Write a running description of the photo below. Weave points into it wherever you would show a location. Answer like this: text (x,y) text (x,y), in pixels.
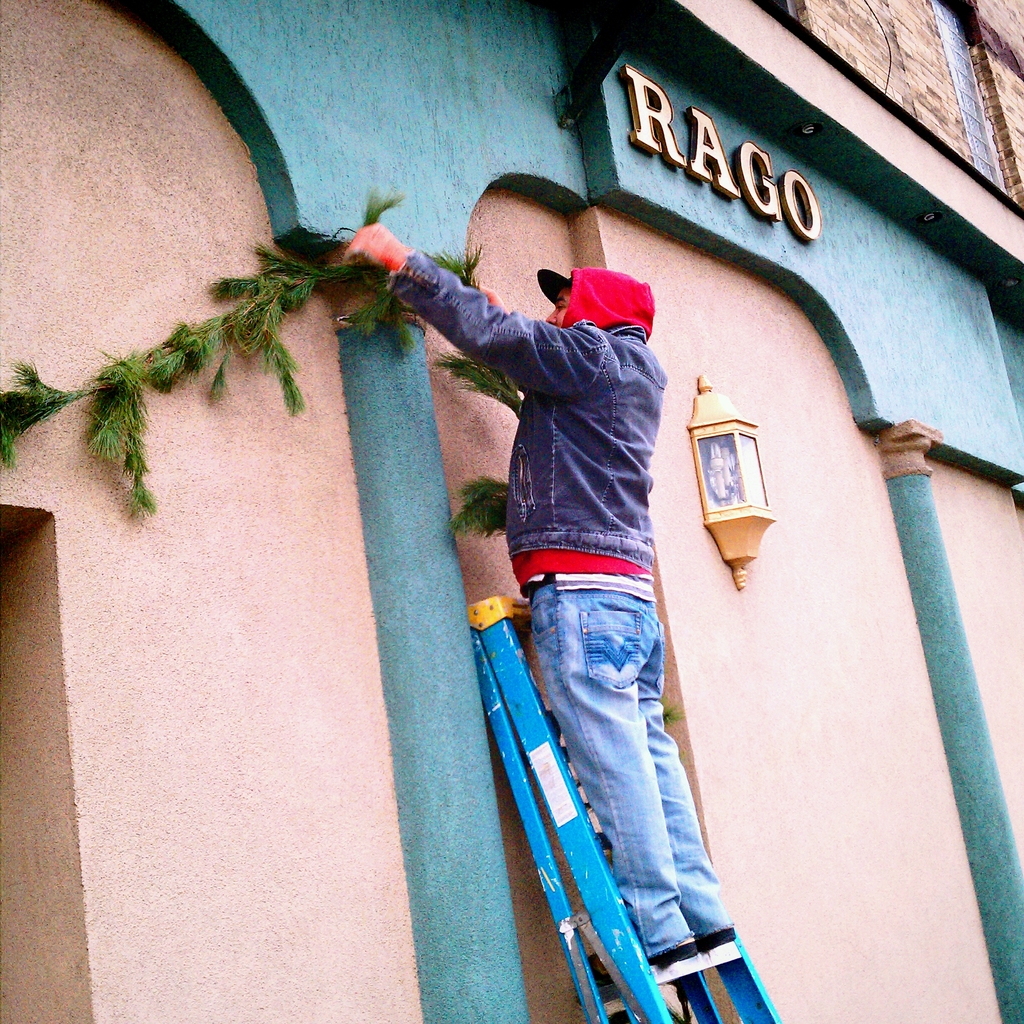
In this image I see a man (564,564) who is on the ladder (612,968) and I see that he is holding a green color thing (328,274) in his hands (375,255) and I see the wall (585,28) which is of cream and blue in color and I see a word (691,133) over here.
